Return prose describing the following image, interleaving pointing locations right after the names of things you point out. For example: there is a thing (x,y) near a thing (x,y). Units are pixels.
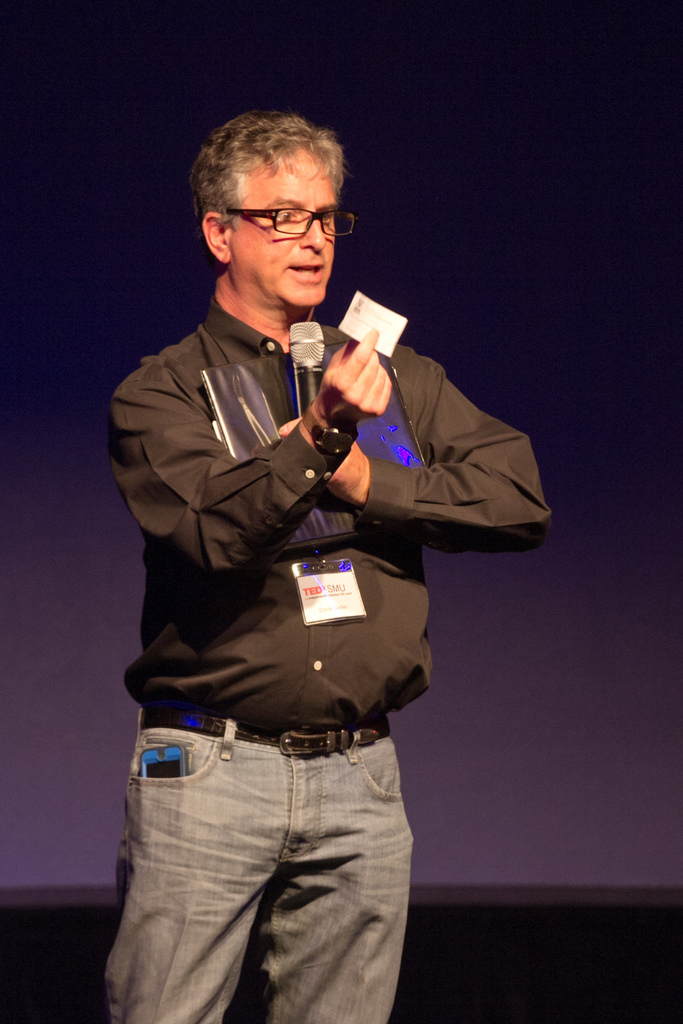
This picture shows a man (267,598) standing on the stage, showing a card (363,332), holding a mic (296,381) in his hand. He is wearing spectacles (289,232). In the background (330,285) there is a wall (535,623).
